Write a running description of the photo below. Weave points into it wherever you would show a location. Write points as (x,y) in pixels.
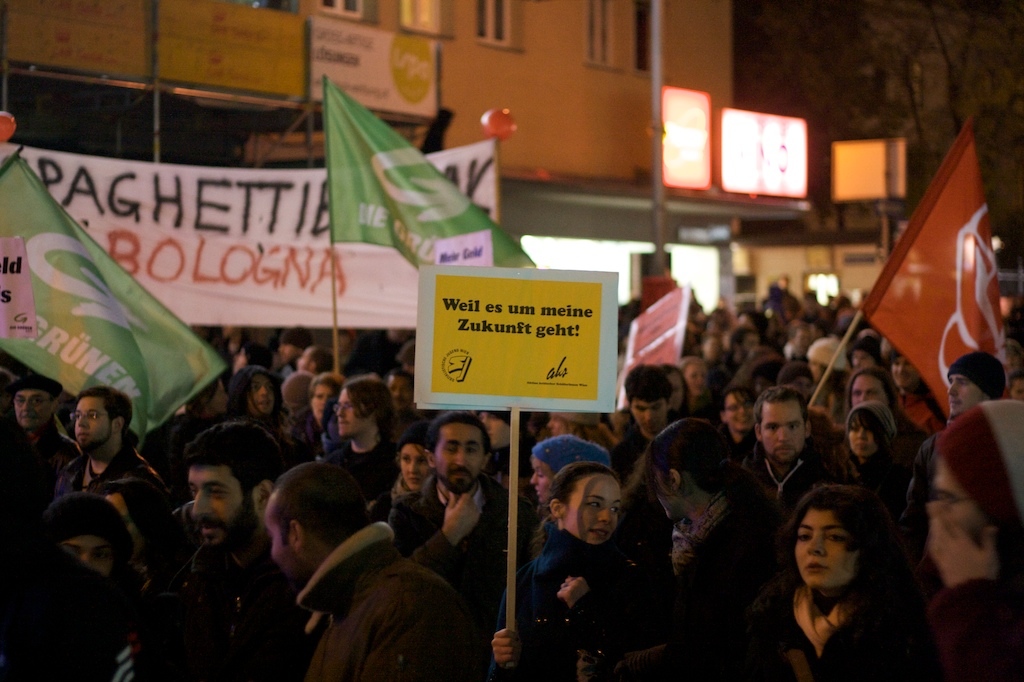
In this image, we can see a group of people (425,563) are standing. Here a woman (558,608) is holding a stick (512,467) with board (517,398). Background (569,156) we can see flags (71,242), banners (164,217), building (726,282), poles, tree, walls (553,151) and windows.
